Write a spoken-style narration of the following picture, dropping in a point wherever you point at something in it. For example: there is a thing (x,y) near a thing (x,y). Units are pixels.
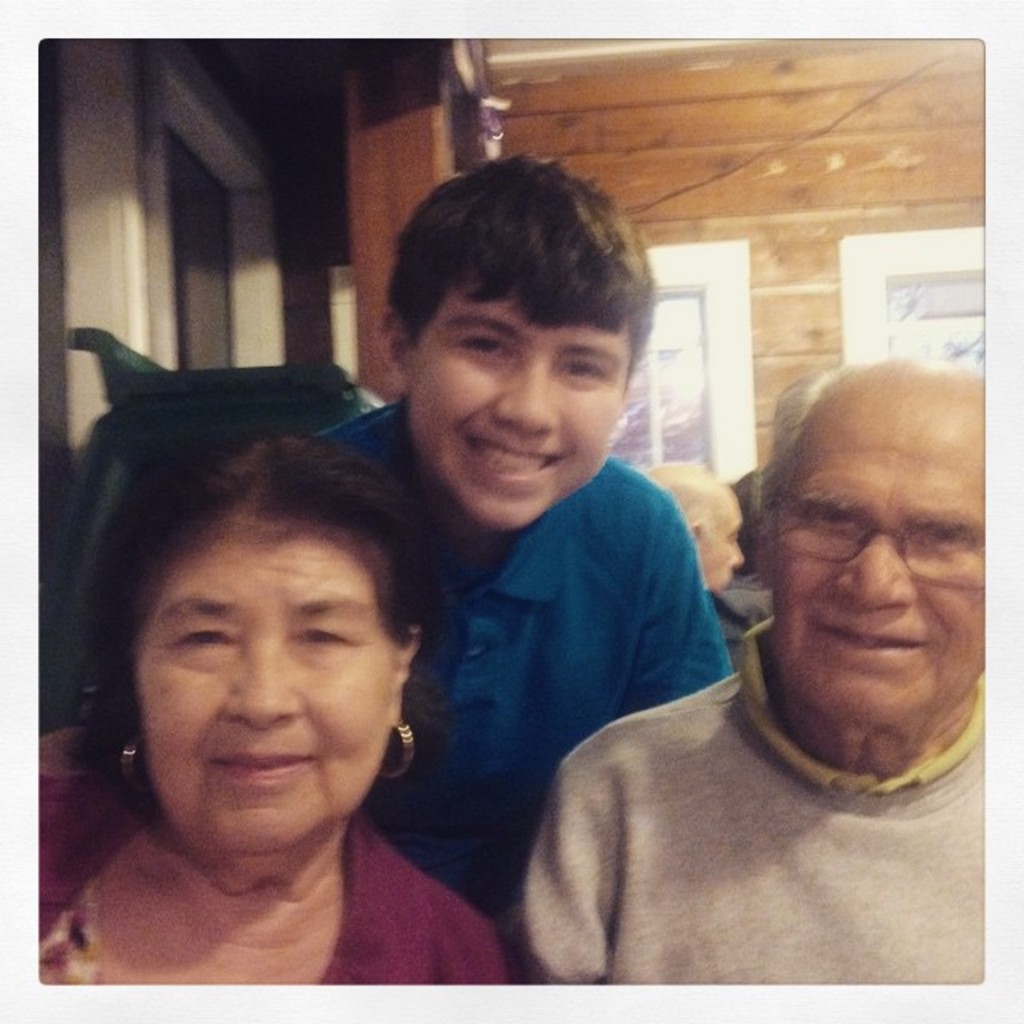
In this image we can see there are three people (607,715) with a smile on their face (478,429), behind them there are other people (743,482). In the background (788,270) there is a wall (801,225).
